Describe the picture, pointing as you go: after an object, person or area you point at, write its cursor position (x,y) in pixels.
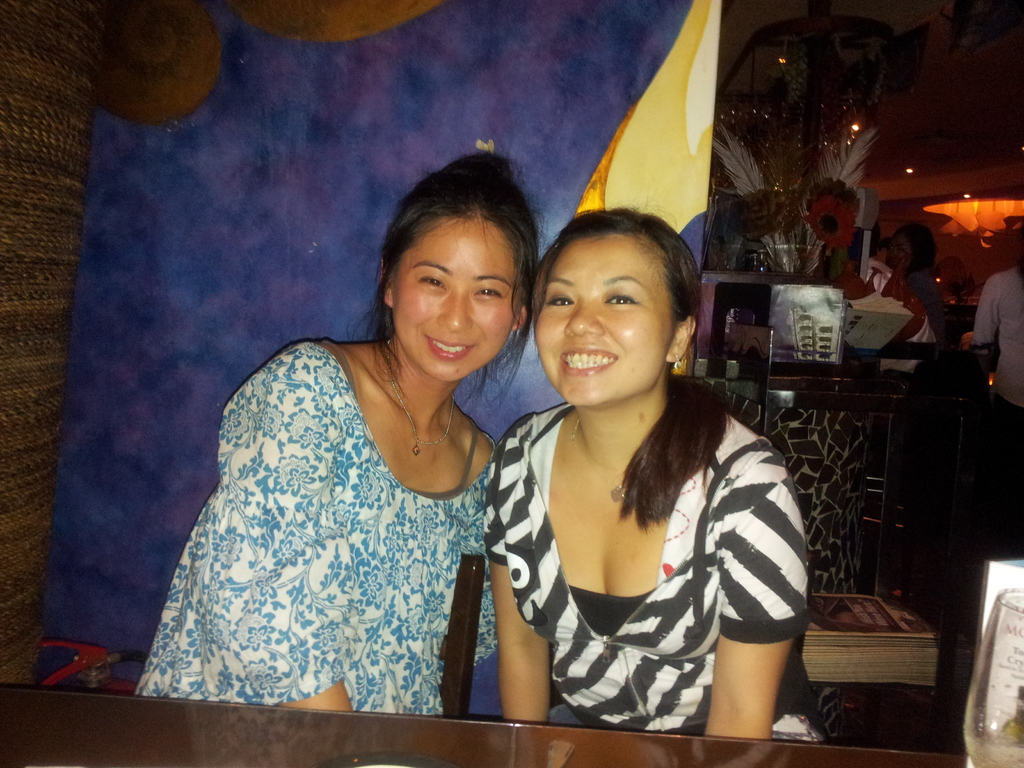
In this there are two girls (430,608) sitting in the chairs (466,642). In front of them there is a table (208,709). In the background (353,85) there is a cloth (359,75). On the right side (927,278) there are few other people (937,329) who are sitting in the chairs (970,392). On the table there is a glass (1007,672). In the middle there is a big flower vase (808,235).
